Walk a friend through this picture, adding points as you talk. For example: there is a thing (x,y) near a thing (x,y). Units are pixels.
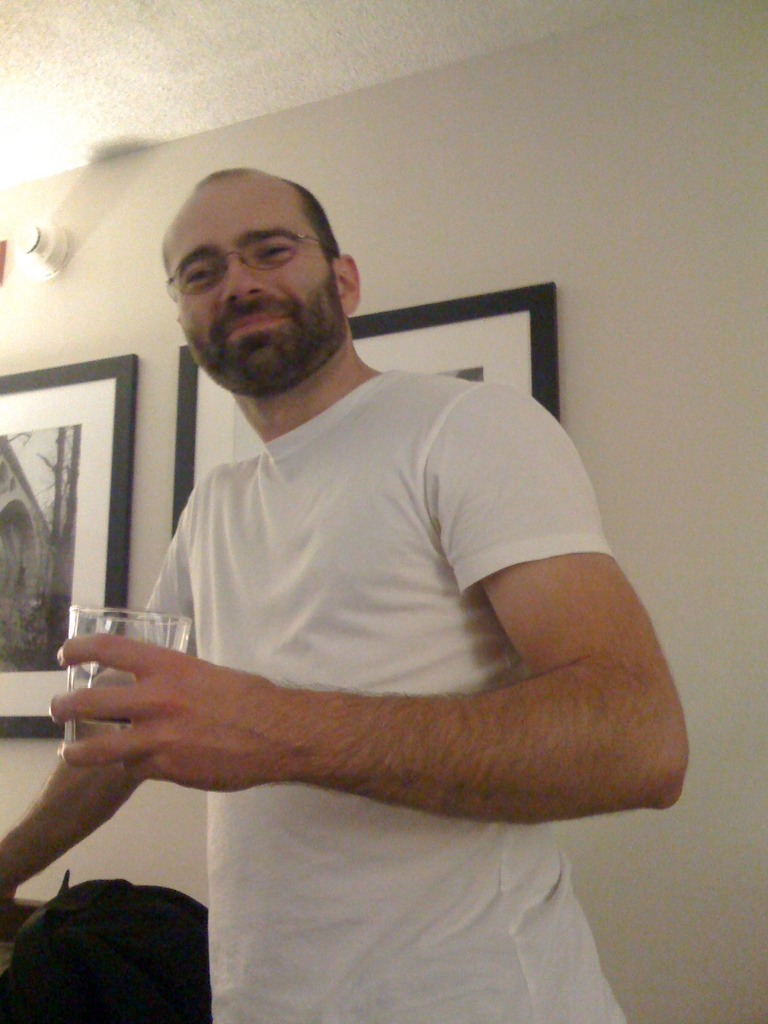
In this image we can see a person (235,694) holding a glass (182,648), behind him there are two photo frames (102,388) on the wall (44,218), there is a light (23,229), at the bottom of the image (119,955) there is an object (142,952) which looks like a bag (120,966).
